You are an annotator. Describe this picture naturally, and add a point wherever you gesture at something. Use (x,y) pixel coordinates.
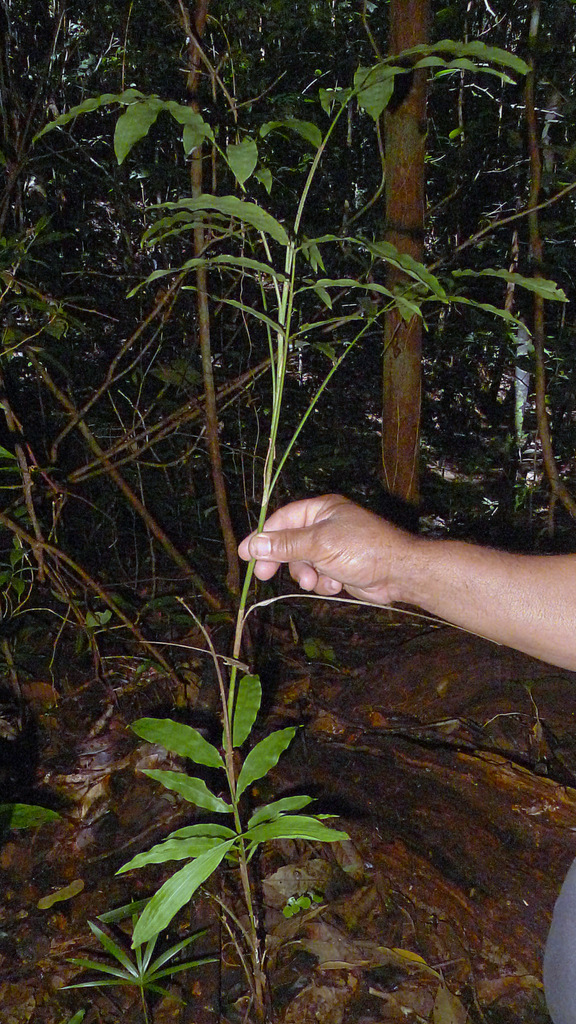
This image is taken outdoors. At the bottom of the image (409,907) there is a ground (437,913) with a few plants (206,791), trees (461,251) and dry leaves (319,903) on it. On the right side of the image (564,604) there is a man (372,591) and he is holding a plant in his hands (305,500).
